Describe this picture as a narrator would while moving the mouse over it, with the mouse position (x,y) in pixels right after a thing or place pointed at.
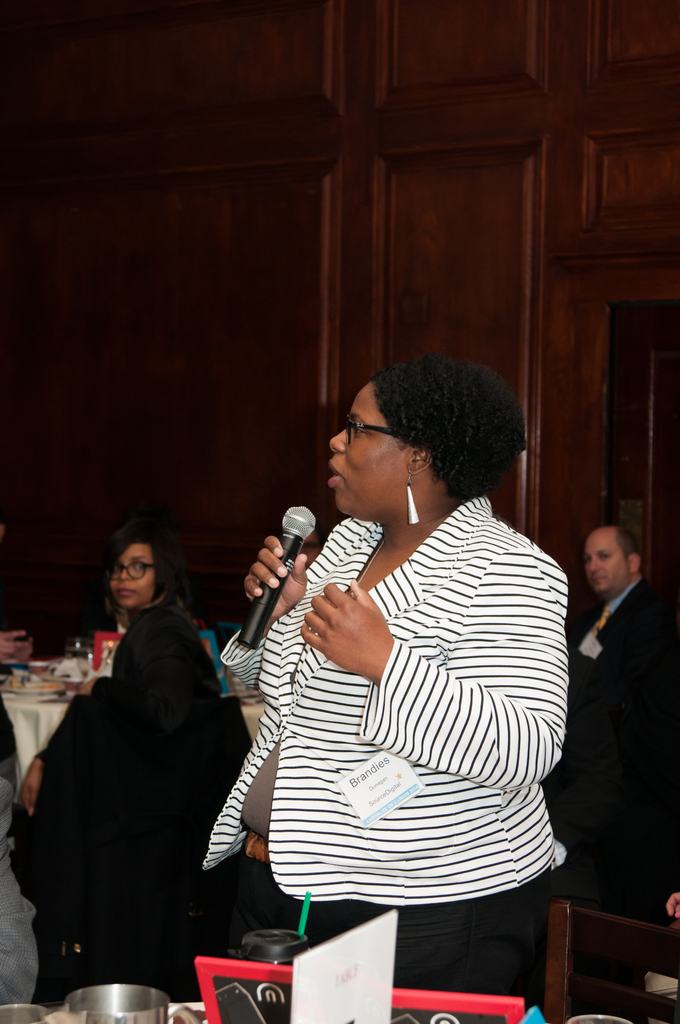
In this picture we can see woman (540,739) standing in middle (336,582) holding mic (284,524) in her hand (287,587) and talking and in background (130,598) one woman (159,538) and man (621,589) listening to her and in front of them there is table (60,715) and on table (39,721) we can see some items (78,660) and here in front of this woman (492,941) we can see glass (112,999).
